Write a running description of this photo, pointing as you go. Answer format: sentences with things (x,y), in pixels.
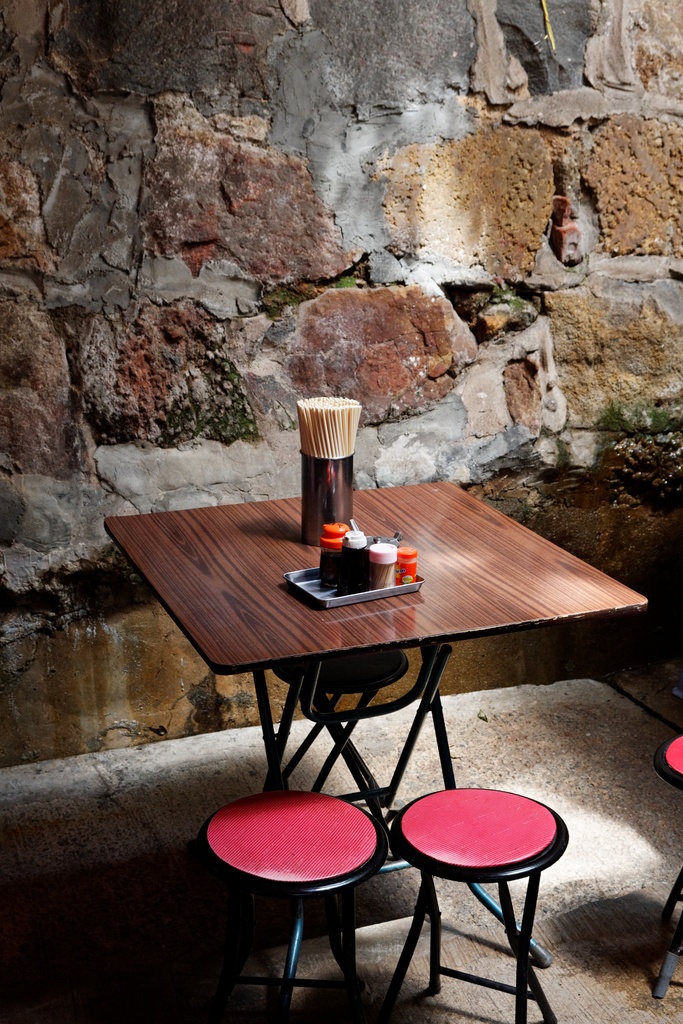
In this image, we can see a table (294,650) with some objects (344,586). We can also see some stools (482,850) and the ground (652,846). We can also see the wall (325,344).
